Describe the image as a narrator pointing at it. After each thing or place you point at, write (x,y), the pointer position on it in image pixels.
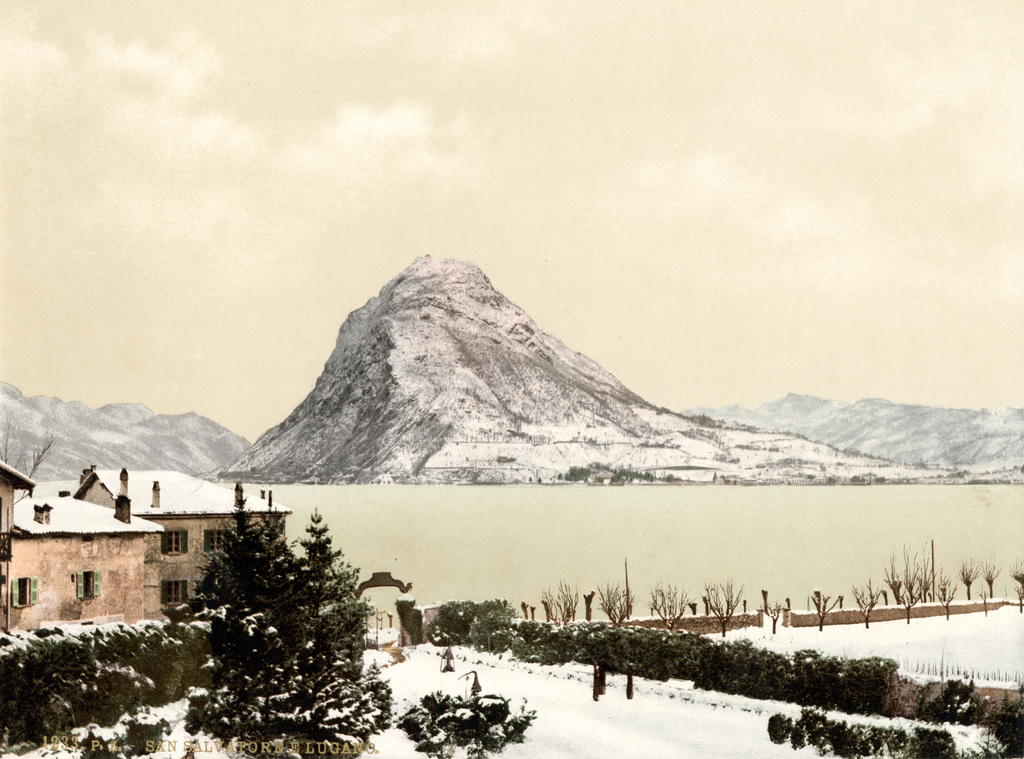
In this image there are few plants (368,683) and trees (330,703) on the land (585,700) which is covered with snow (677,680). Left side (47,527) there are few houses (125,562). Middle of the image (490,498) there is water (606,499). Background (969,451) there are hills (498,453). Top of the image (554,63) there is sky (471,63).
